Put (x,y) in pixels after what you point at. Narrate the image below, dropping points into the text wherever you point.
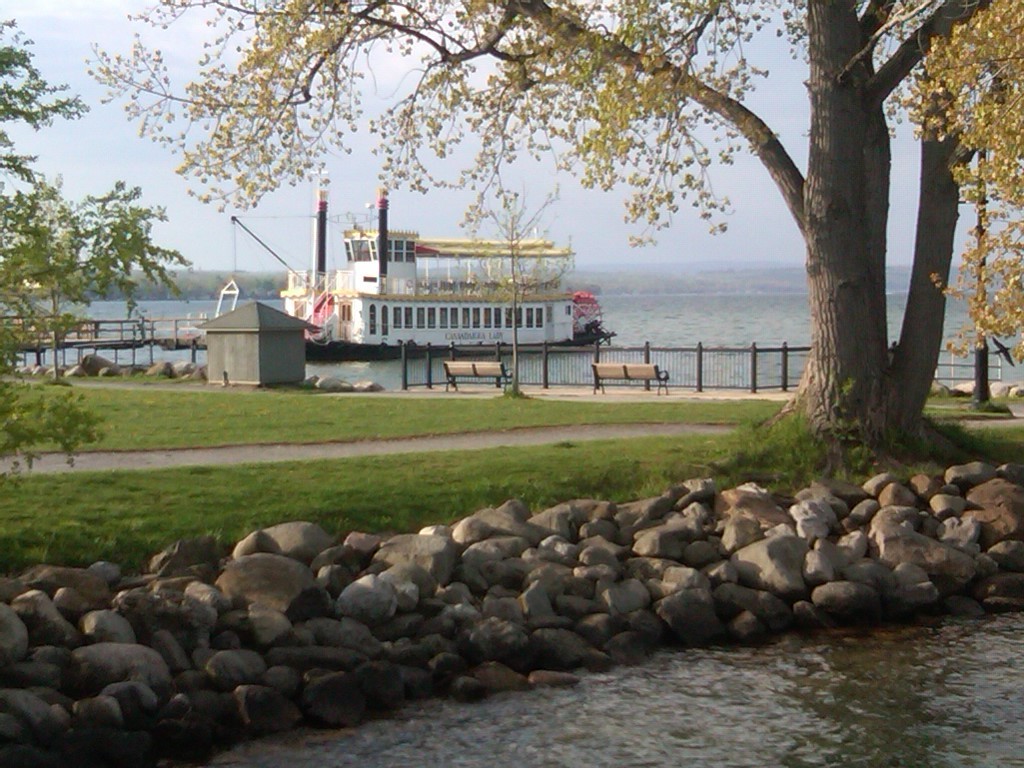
In this image we can see stones (544,556) and water (782,642) at the bottom (795,678). Also there are trees (866,282). On the ground (328,419) there is grass (315,417). In the back (257,343) we can see shed (245,346), stones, benches (630,374) and railings (151,330). Also there is a ship (523,280) on the water (627,310). In the background (394,114) there is sky (394,116).
